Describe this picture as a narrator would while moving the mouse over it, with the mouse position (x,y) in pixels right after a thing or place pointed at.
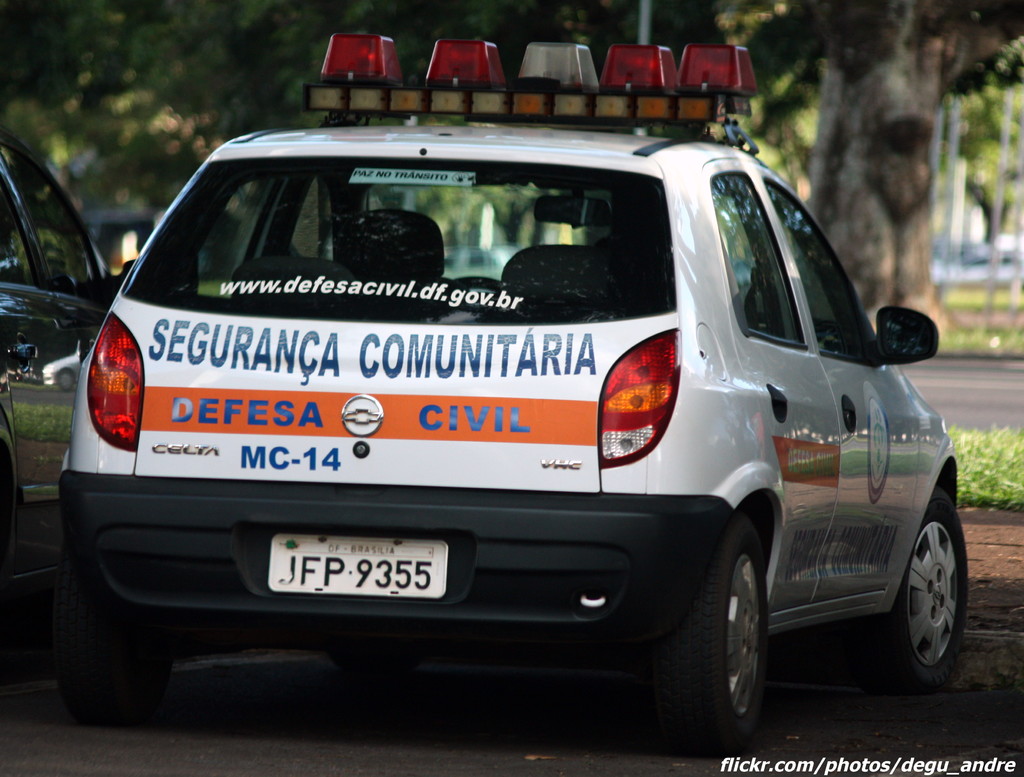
In this image I can see a car (476,397) which is white, black and orange in color on the ground (645,709). I can see another car (51,426) which is black in color, few trees (119,93), the road (966,404) and few other objects (1017,281) in the background (486,206).
